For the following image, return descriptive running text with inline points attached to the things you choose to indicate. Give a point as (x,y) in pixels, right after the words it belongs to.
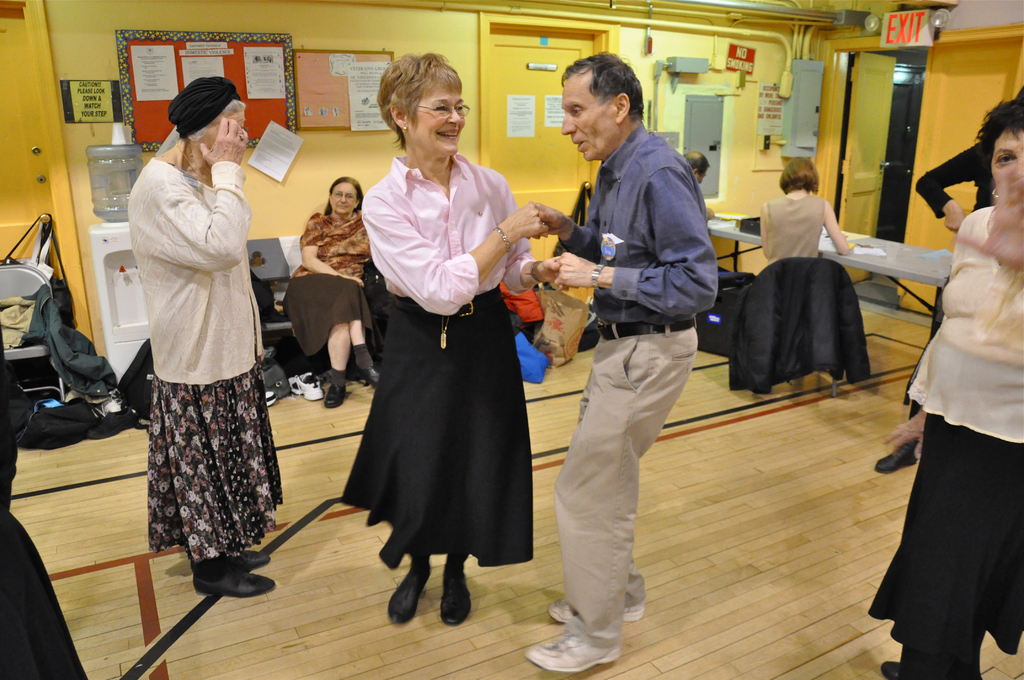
In this image we can see people (586,575) and two of them are sitting on the chairs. Here we can see clothes (64,366), chairs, bags (127,407), table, water dispenser (96,239), and a water tin (115,161). In the background (23,97) we can see doors (945,159), wall (383,30), boards (125,106), posters (359,121), and few objects (453,4).
